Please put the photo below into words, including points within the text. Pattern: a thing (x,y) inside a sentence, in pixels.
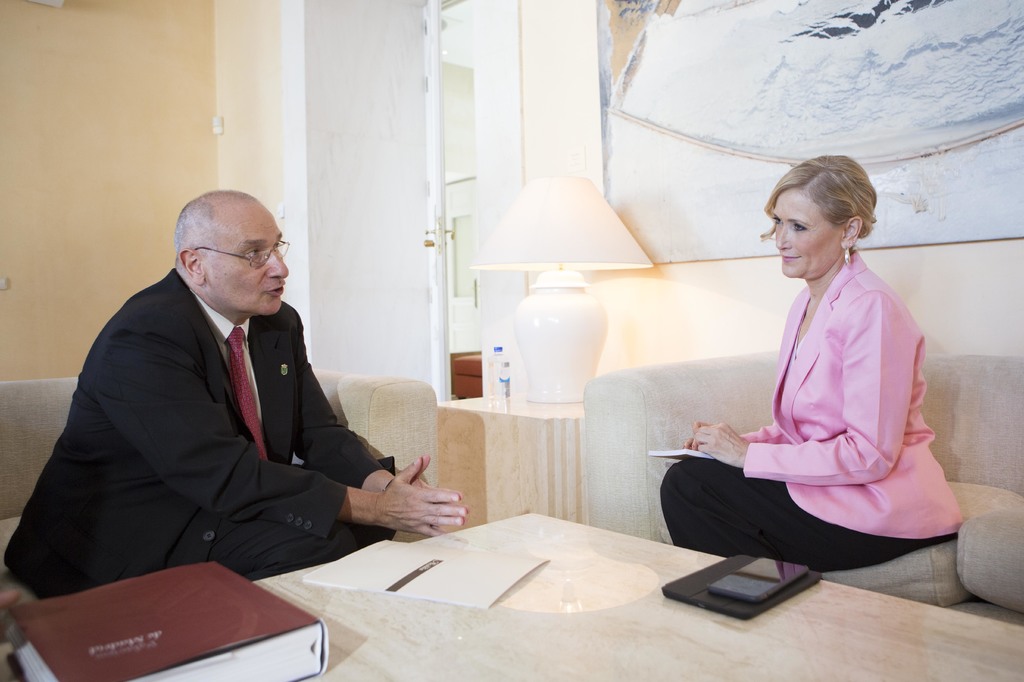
In this image I can see a man (97,524) and a woman (906,492) are sitting. On this table (730,669) I can see a book (60,676) and a paper (463,572). In the background (600,48) I can see a lamp (648,263) and a painting (604,102) on this wall (564,98).
